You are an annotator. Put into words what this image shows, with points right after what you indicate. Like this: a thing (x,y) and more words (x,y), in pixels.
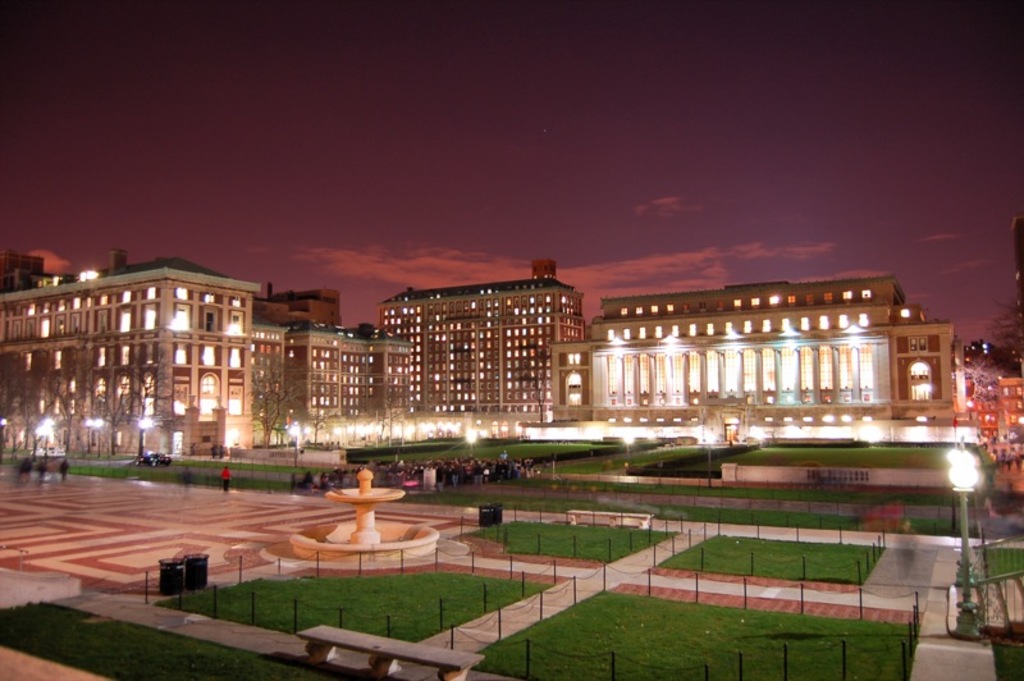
In the background of the image (748,353) there are buildings (418,418). At the bottom of the image (164,638) there is grass (535,637). There are safety poles (914,639). There are people (407,473). There is a fountain (330,494).
